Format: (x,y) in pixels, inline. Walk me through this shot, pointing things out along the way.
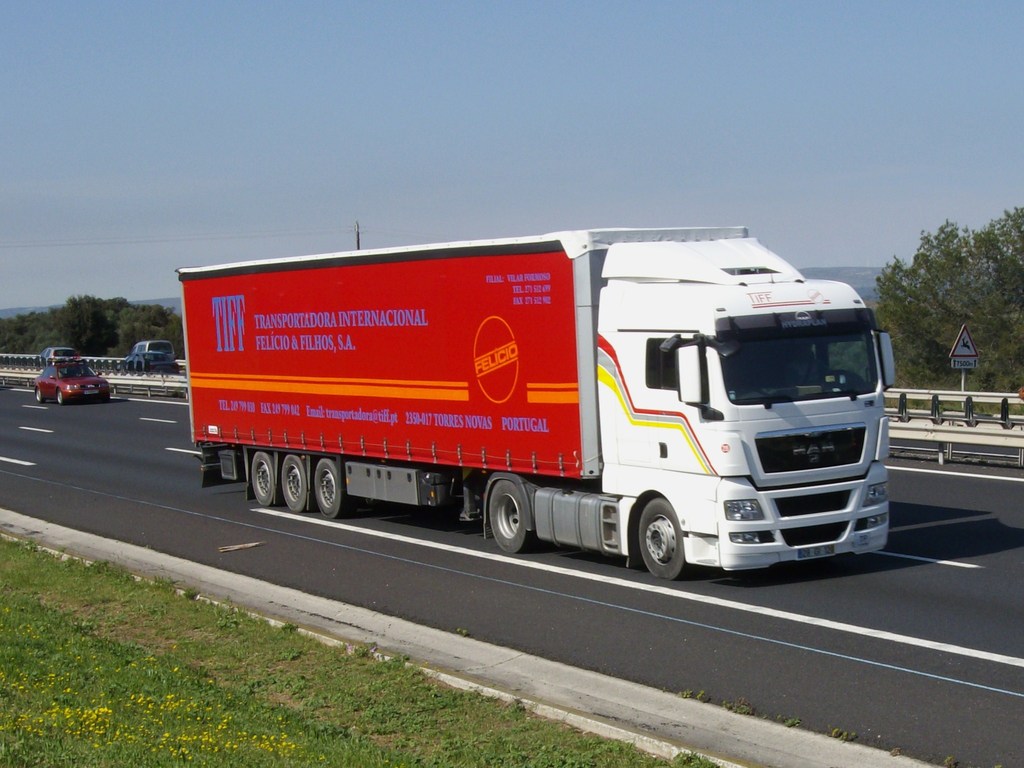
This picture shows a truck (338,413) and few vehicles (85,392) moving on the road (472,590). The truck (714,442) is white and red in color and we see grass (203,712) on the ground (58,625) and we see few trees (946,300) and a clear sky (671,164).
